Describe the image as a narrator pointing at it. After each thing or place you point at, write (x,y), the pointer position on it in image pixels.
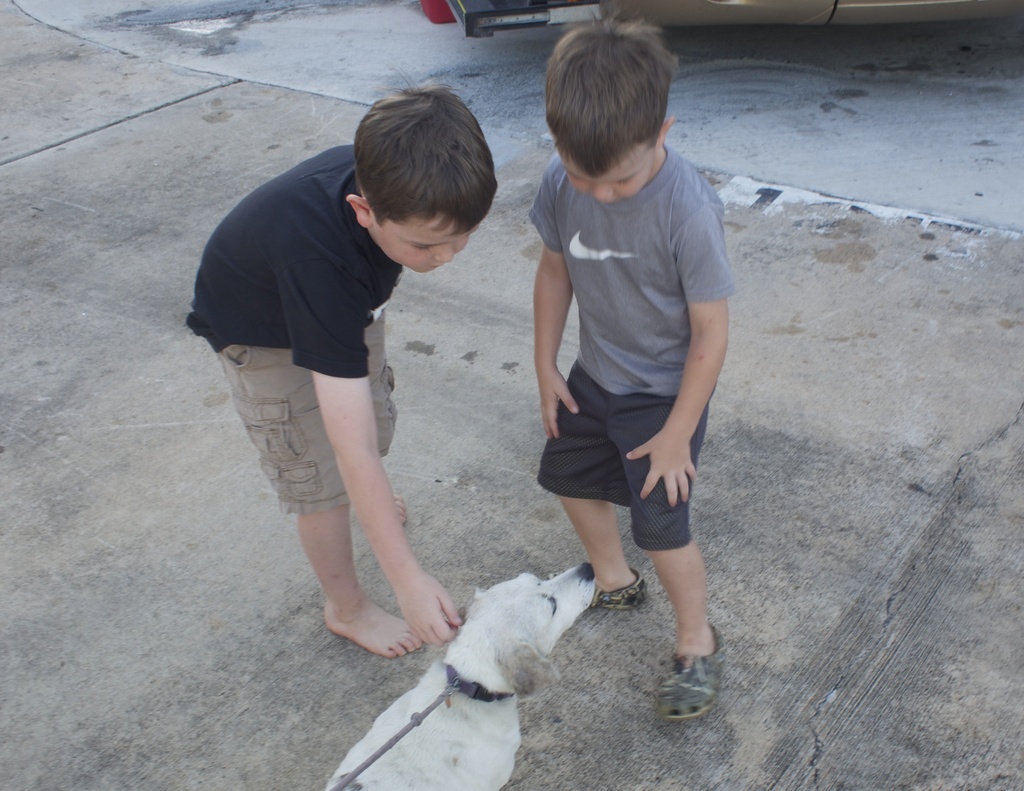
In the center of the image (642,449) there are two kids (350,380) standing. At the bottom (474,713) there is a dog (479,679).
